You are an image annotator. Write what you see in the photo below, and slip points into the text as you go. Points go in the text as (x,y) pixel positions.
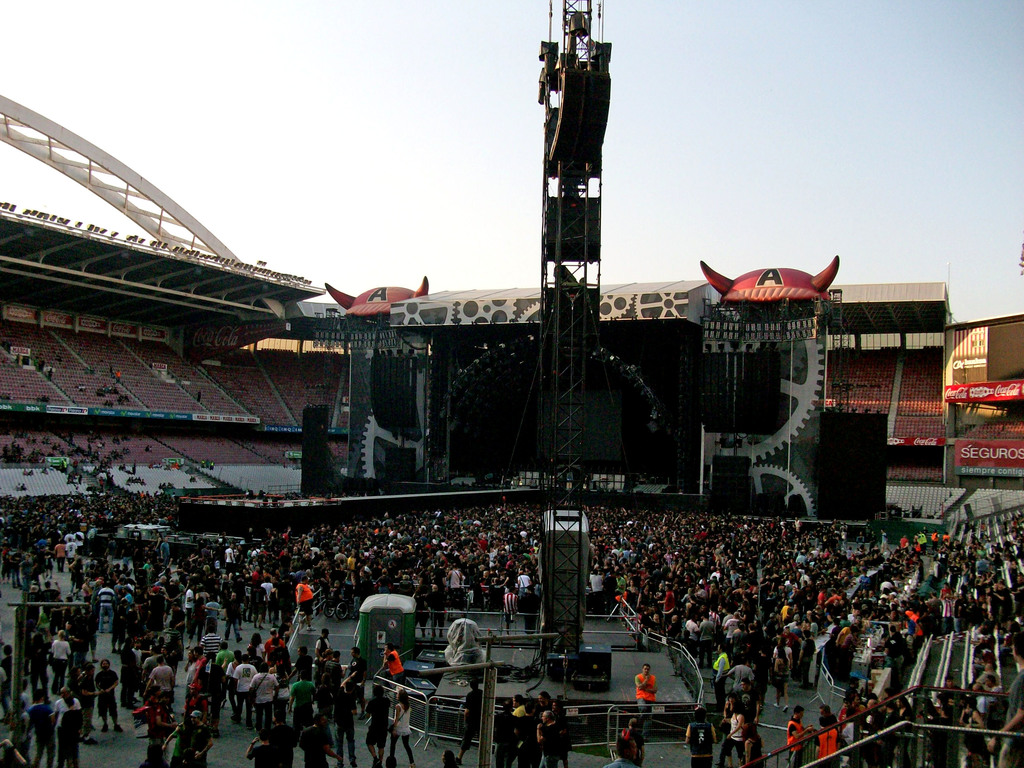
In this picture there is a group of person (676,598) in the stadium ground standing and watching the show. Behind there is a big stage (369,441) with metal crane (594,79). In the background (171,401) there are some stadium seats (43,340).
